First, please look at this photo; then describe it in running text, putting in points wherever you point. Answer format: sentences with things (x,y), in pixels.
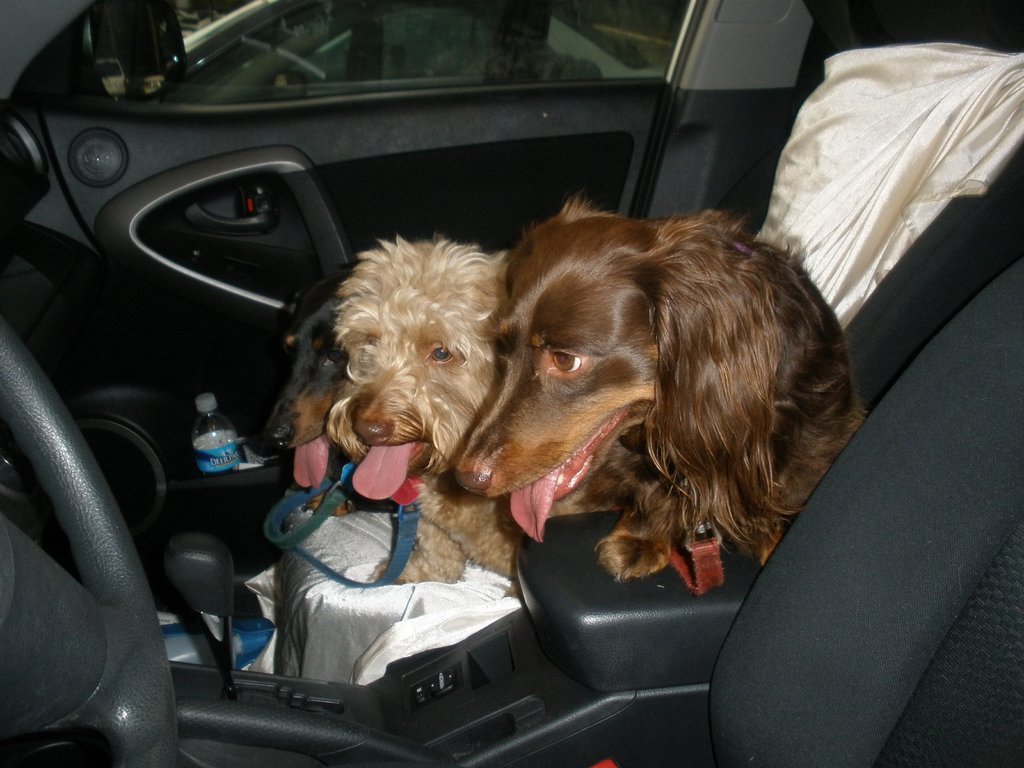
There are three dogs (614,462) inside the vehicle (745,592). This is cloth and there is a bottle (201,447). And this is door (424,155).
